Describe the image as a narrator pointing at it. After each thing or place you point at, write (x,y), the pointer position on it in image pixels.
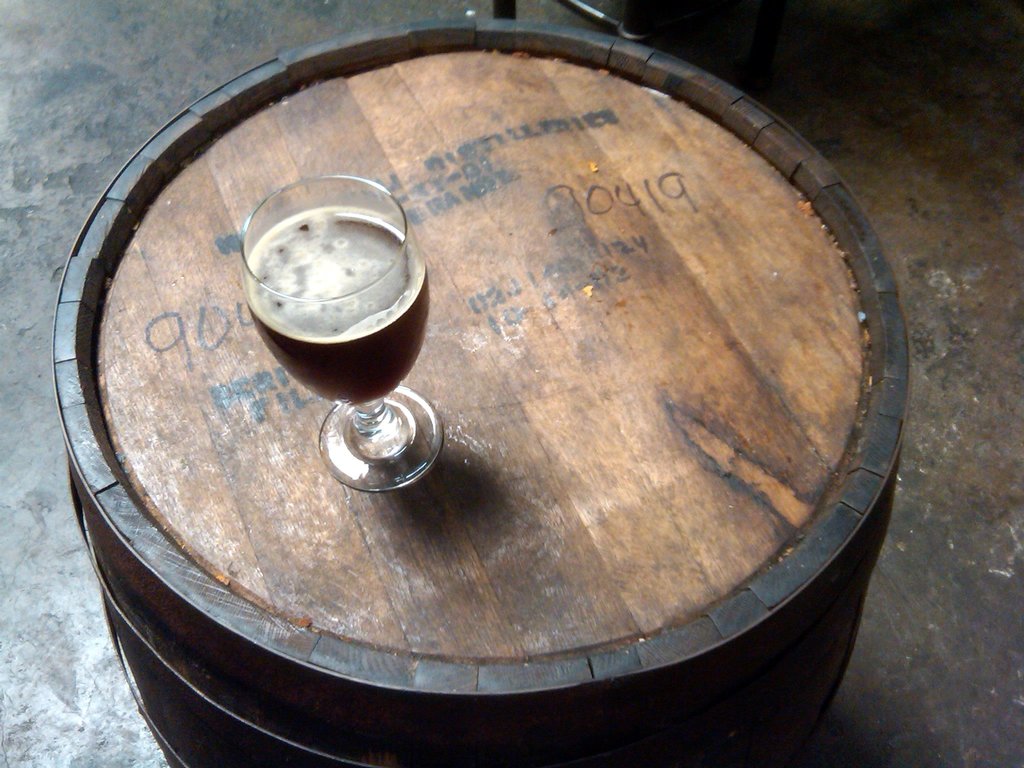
In the foreground (654,216) I can see a circular table (603,487) on which a glass (413,304) is kept. In the background (953,590) I can see floor (939,618). This image is taken may be in a hall.
